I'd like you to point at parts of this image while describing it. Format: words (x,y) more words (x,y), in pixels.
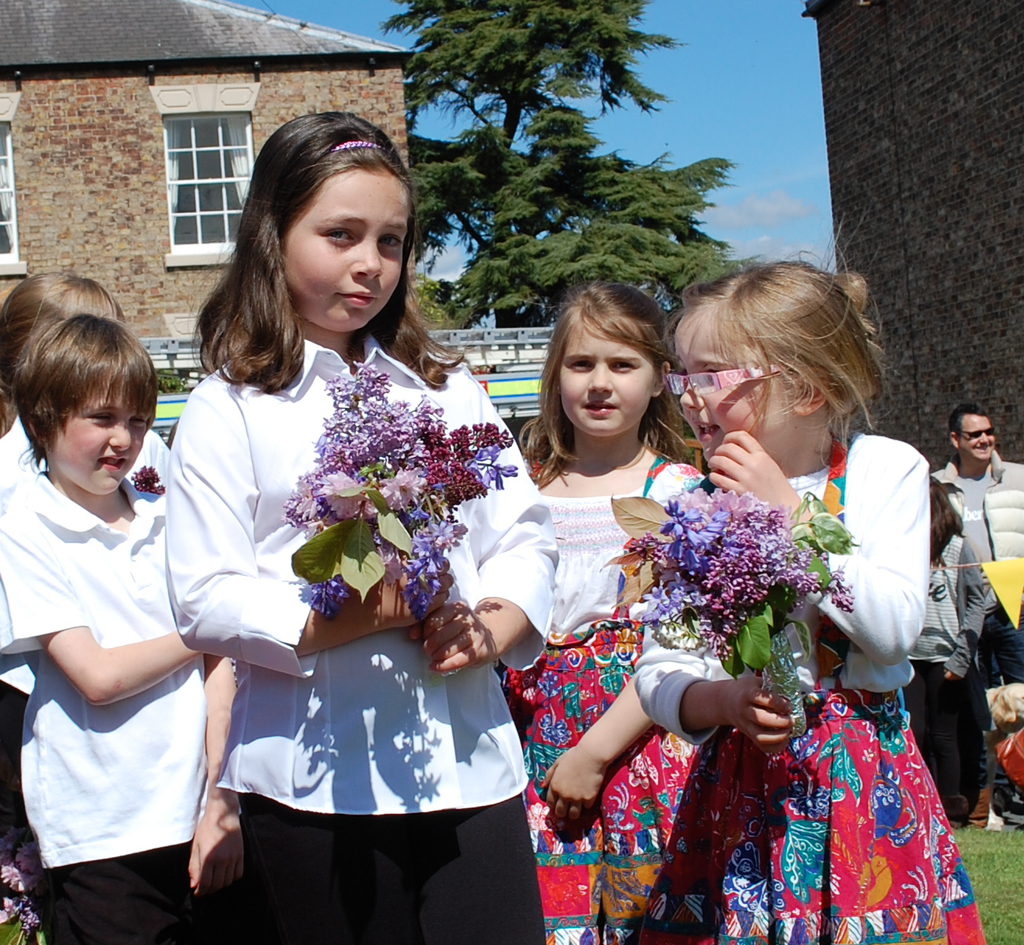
As we can see in the image there are few people (481,604) here and there, flowers (709,561), grass (991,839), building (149,164), windows (201,153), trees (592,189) and sky (739,176).
